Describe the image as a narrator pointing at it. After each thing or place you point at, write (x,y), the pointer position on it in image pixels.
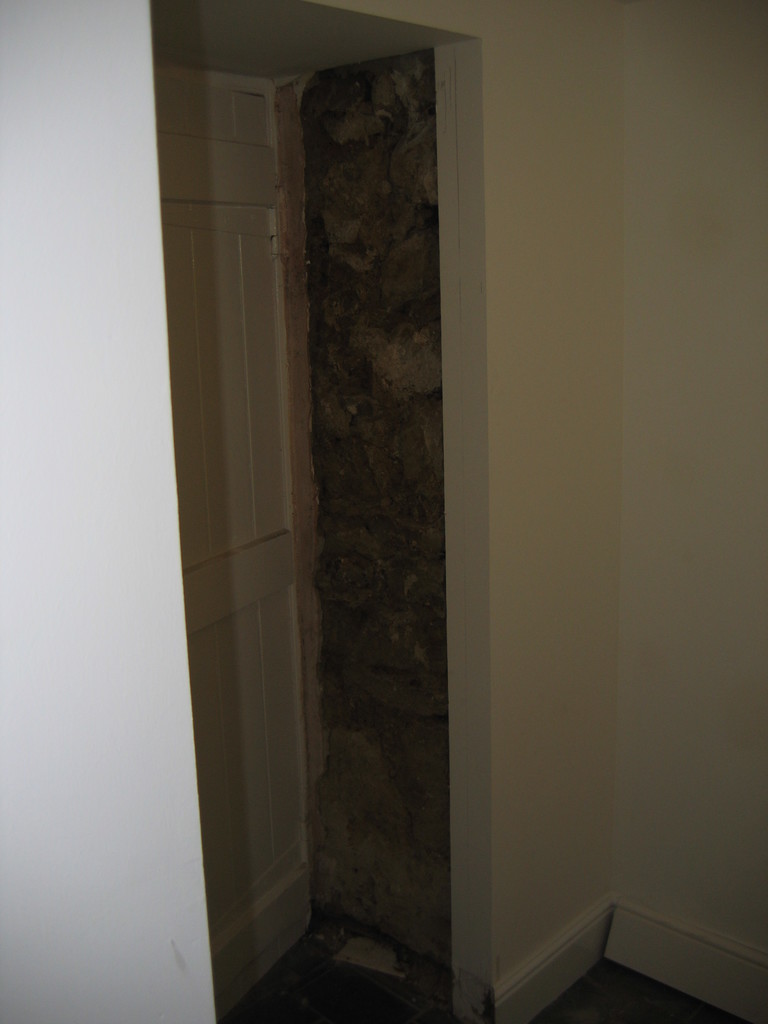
In the image we can see wall (692,596), floor (623,972) and a door (229,716).
